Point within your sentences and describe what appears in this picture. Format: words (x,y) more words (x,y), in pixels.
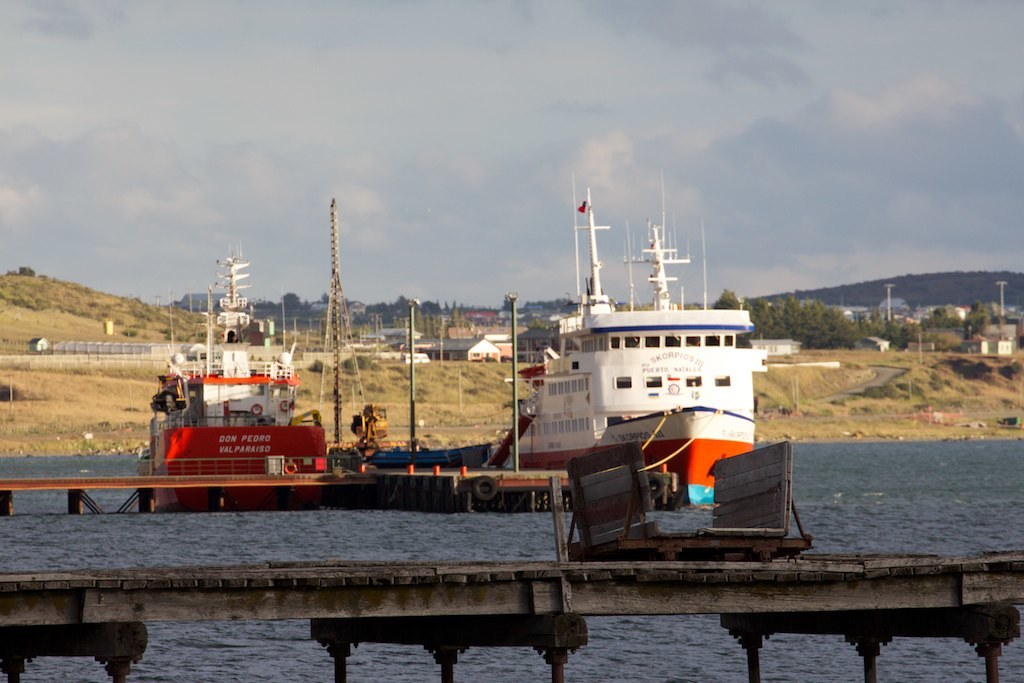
In this image there is a sea port (269,495) in that port (327,444) there are two ships (519,431), behind the ships (244,438) there are sheds (456,348) and mountains (31,317), in the background (399,289) there is a cloudy sky (431,122).
